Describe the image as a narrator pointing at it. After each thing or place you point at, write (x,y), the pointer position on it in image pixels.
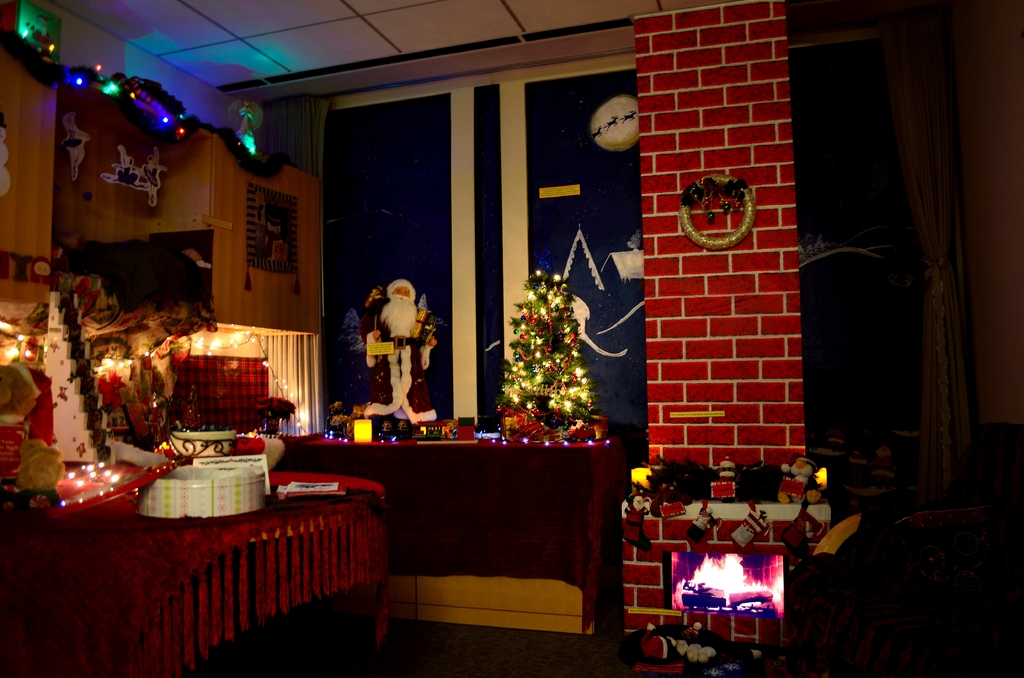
This is an inside view. In this room (334,520) we can see two tables (214,531). On this table (426,488) Christmas tree (529,395) and few decorations (279,412) are there. The room (41,263) is decorated with a colorful lights (108,95). On the right side of the image (748,512) we can see some toys (792,489). In the background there is a curtain (931,188).
